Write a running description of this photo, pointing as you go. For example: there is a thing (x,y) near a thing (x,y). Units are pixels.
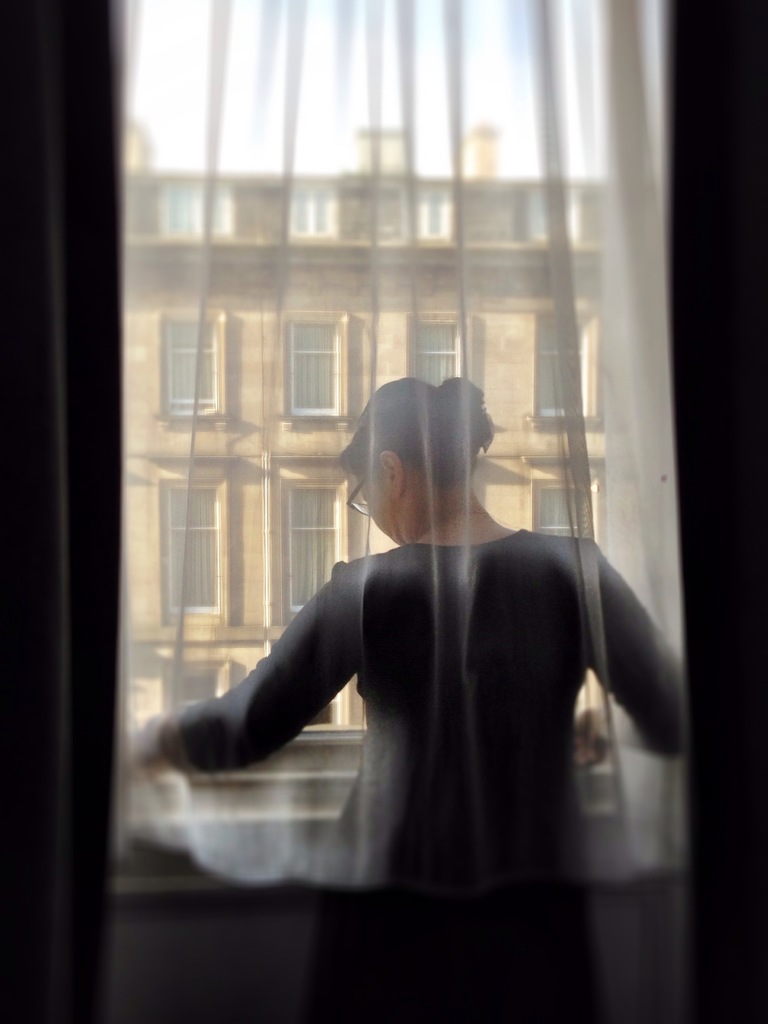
In this image, we can see a person (509,617) in front of the window (126,869). There is a building (372,241) in the middle of the image (272,530).
